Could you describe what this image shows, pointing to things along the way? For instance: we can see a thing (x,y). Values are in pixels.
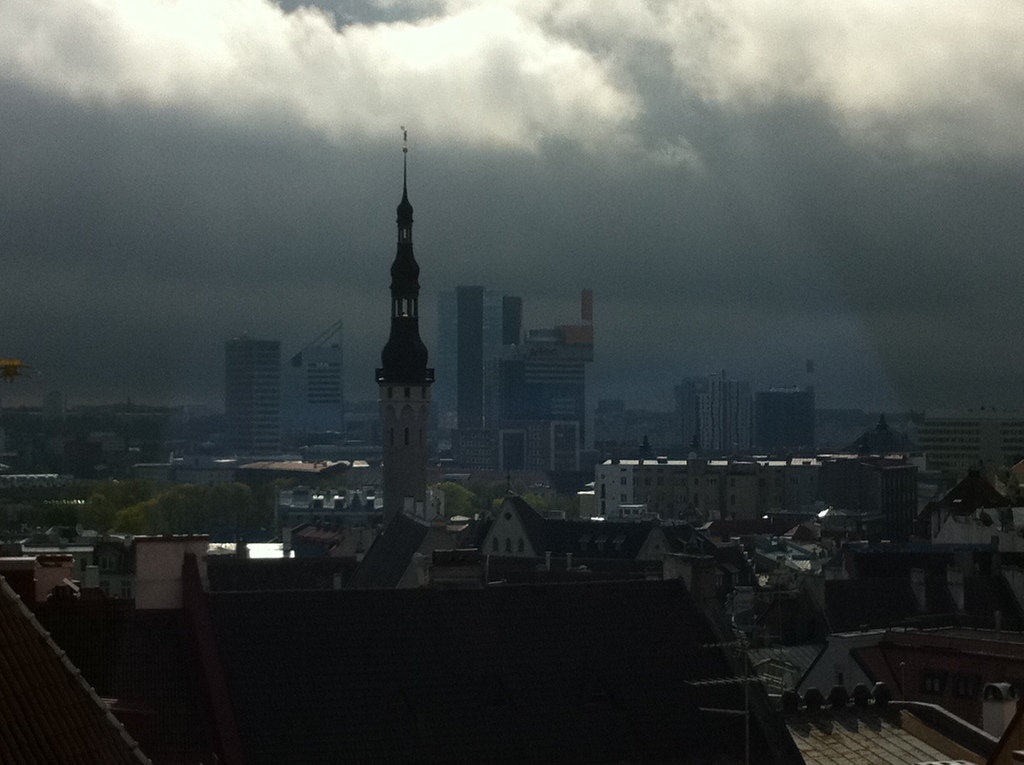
Here in this picture we can see buildings (485,401) present all over there and we can also see houses (344,578) here and there and we can see trees (118,526) plants (157,515) present over there and we can see clouds (415,152) all over the sky (624,94).
